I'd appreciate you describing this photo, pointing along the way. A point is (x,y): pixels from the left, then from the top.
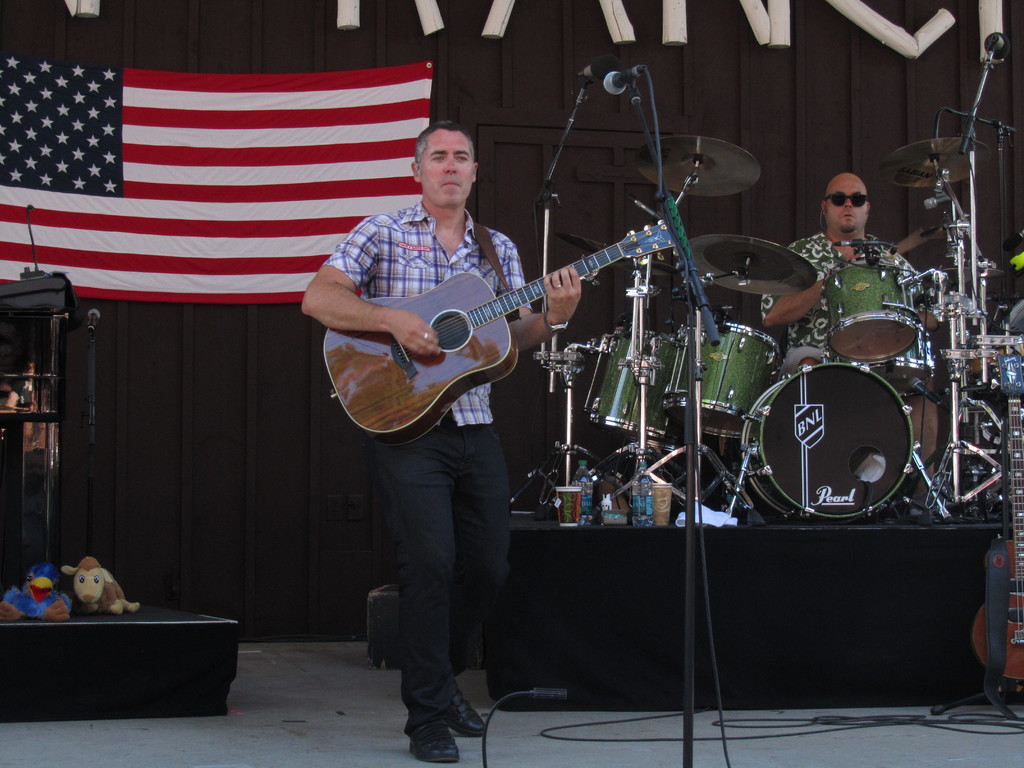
In this image i can see a person (412,263) wearing shirt (412,263) and pant (421,505) standing and holding a guitar (542,294), I can see microphone (630,82) in front of him. In the background (603,101) i can see a flag (196,163), a wall (464,8), a person (815,296) sitting in front of musical instruments (815,379) and few wires (836,716).
